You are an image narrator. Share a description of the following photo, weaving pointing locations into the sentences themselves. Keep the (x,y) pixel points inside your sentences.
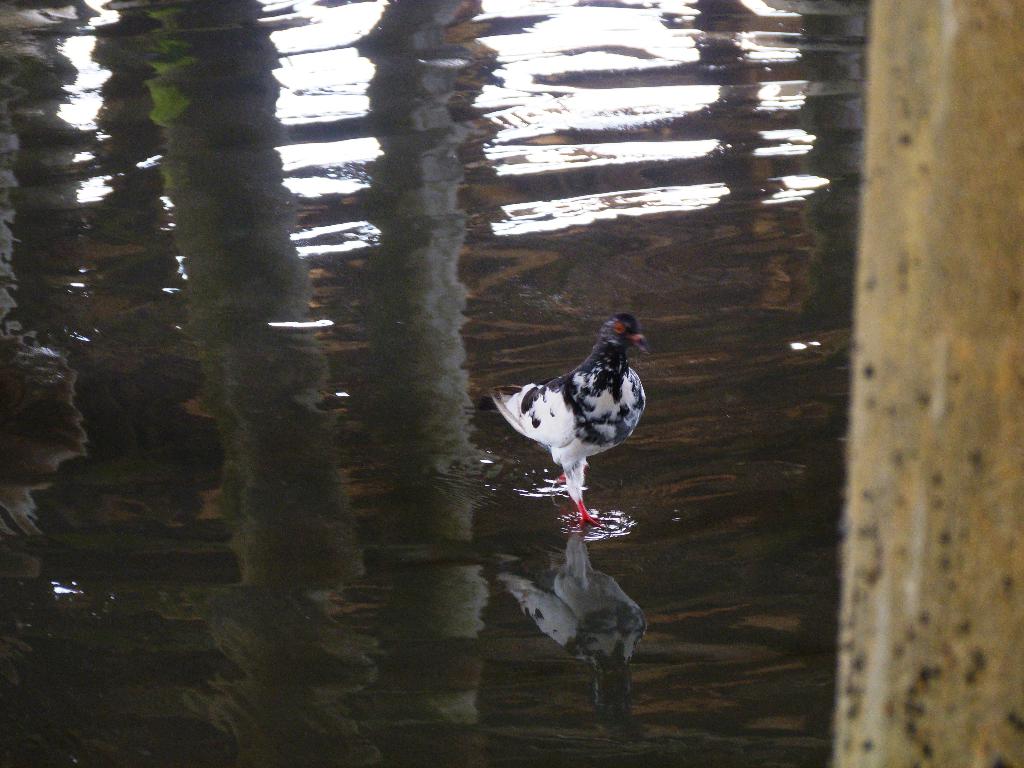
In this image I can see the pigeon (565,443) which is in black and white color. It is standing on the water (339,577). To the right (921,410) I can see the pole (856,463).
